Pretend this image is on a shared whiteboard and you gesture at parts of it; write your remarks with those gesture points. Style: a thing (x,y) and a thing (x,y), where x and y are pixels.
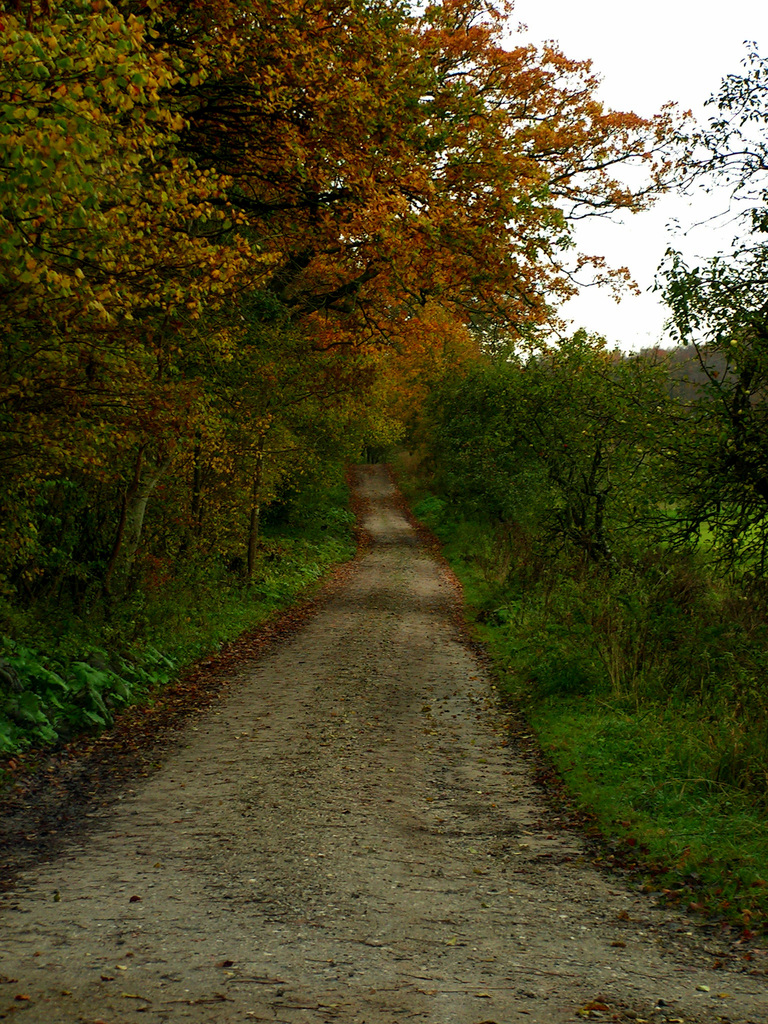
This is an outside view. At the bottom (396,836) there is a road (303,770). On both sides of the road (405,633) I can see the plants (134,610) and trees (343,389). At the top of the image (615,59) I can see the sky (626,60).
